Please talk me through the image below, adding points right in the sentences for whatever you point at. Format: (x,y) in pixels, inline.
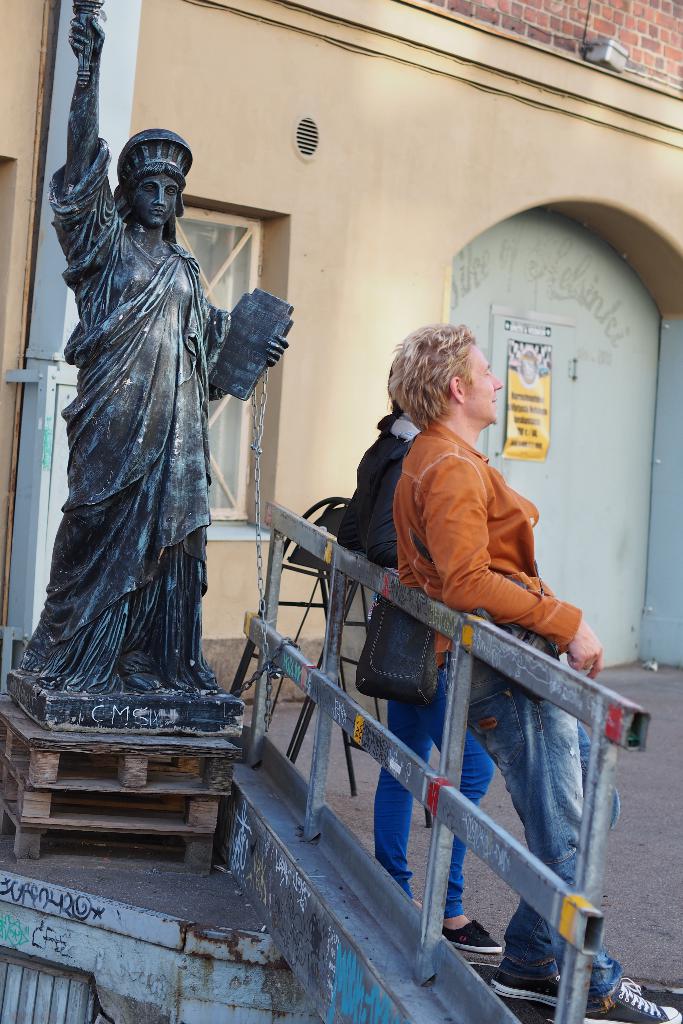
In this image there is a statue (133,294), beside the statue (155,576) there is a iron rod (562,674), to that iron rod (500,630) there are two persons (491,674) standing, in the background (640,75) there is a wall (678,263) to that wall (680,272) there is a door (524,314) and a window (228,245).
